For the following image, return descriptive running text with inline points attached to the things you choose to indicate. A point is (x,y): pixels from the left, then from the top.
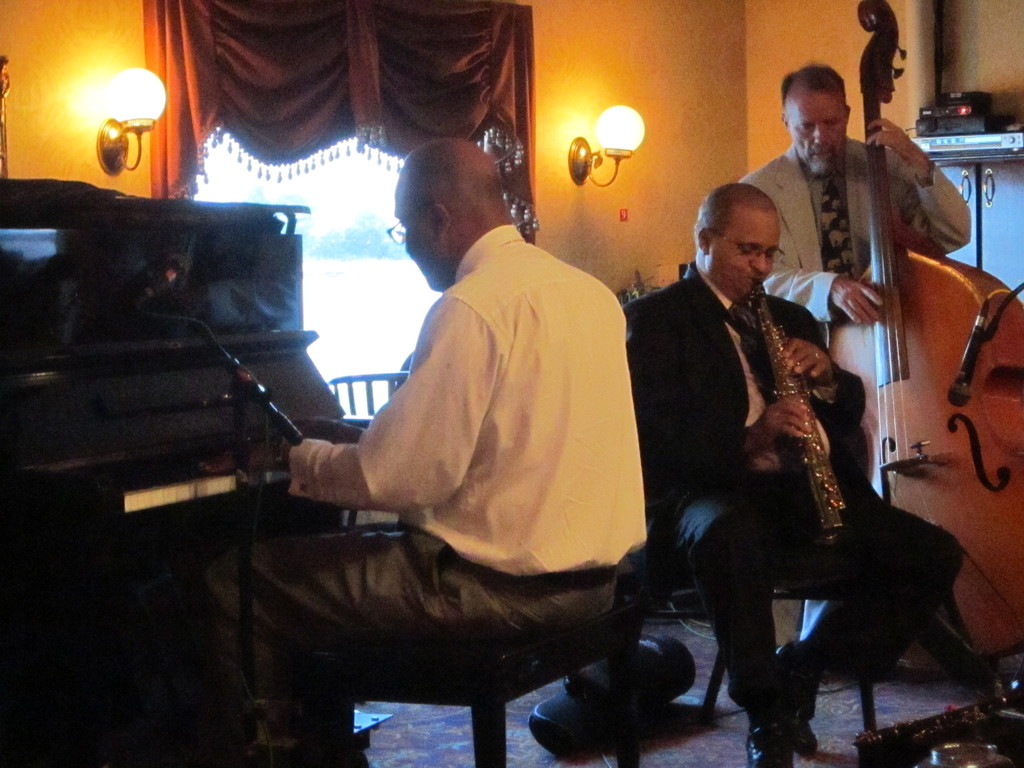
There are three members (579,400) in this room (409,437). Everyone is playing a different musical instrument (247,415). Two of them were wearing spectacles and they are sitting. One man (835,116) is standing in the right side (863,229). In a background (72,61), there is a curtain (176,87), light (135,89) and a wall (77,76) here.
